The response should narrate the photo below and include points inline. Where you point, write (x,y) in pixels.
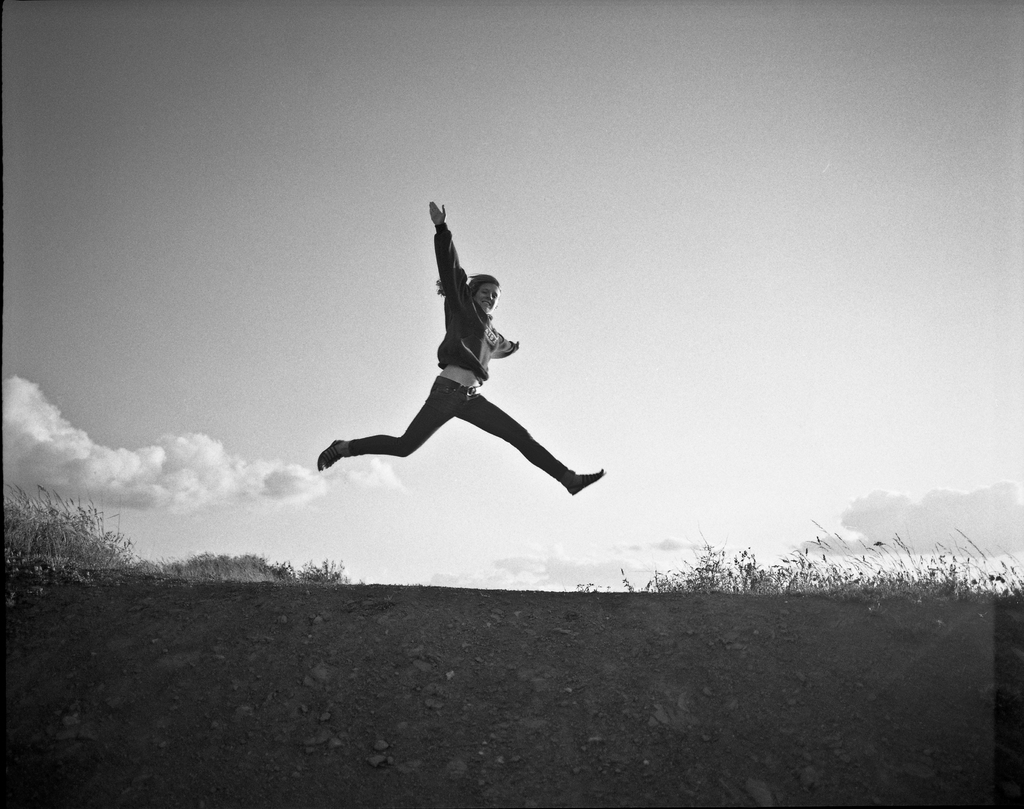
In this image I can see grass (320,577) and I can see a woman (520,431) in air. I can also see smile on her face (485,292) and I can see she is wearing jacket (486,342). In the background (180,511) I can see clouds (270,478) and the sky (578,238). I can also see this image is black and white in colour.
